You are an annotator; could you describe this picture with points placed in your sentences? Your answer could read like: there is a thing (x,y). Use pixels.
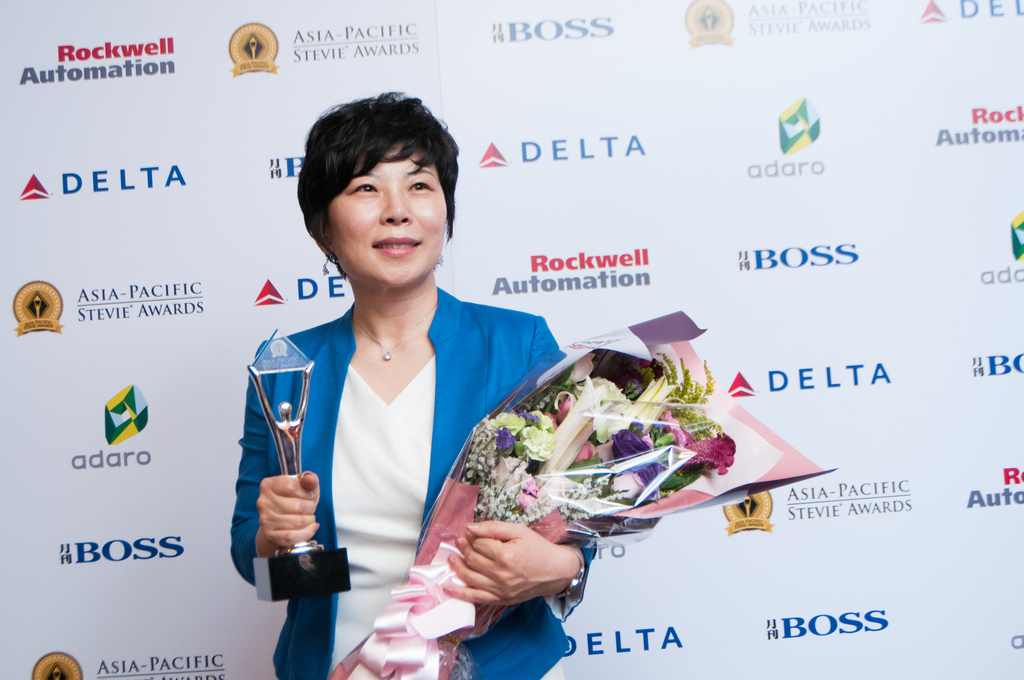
In this picture we can observe a woman (272,471) holding a prize (280,447) and a bouquet (518,495) in her hands (476,531). She is smiling. She is wearing a blue color coat (487,362). In the background (121,422) there is a white color poster (715,261) on which we can observe different colors of words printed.
